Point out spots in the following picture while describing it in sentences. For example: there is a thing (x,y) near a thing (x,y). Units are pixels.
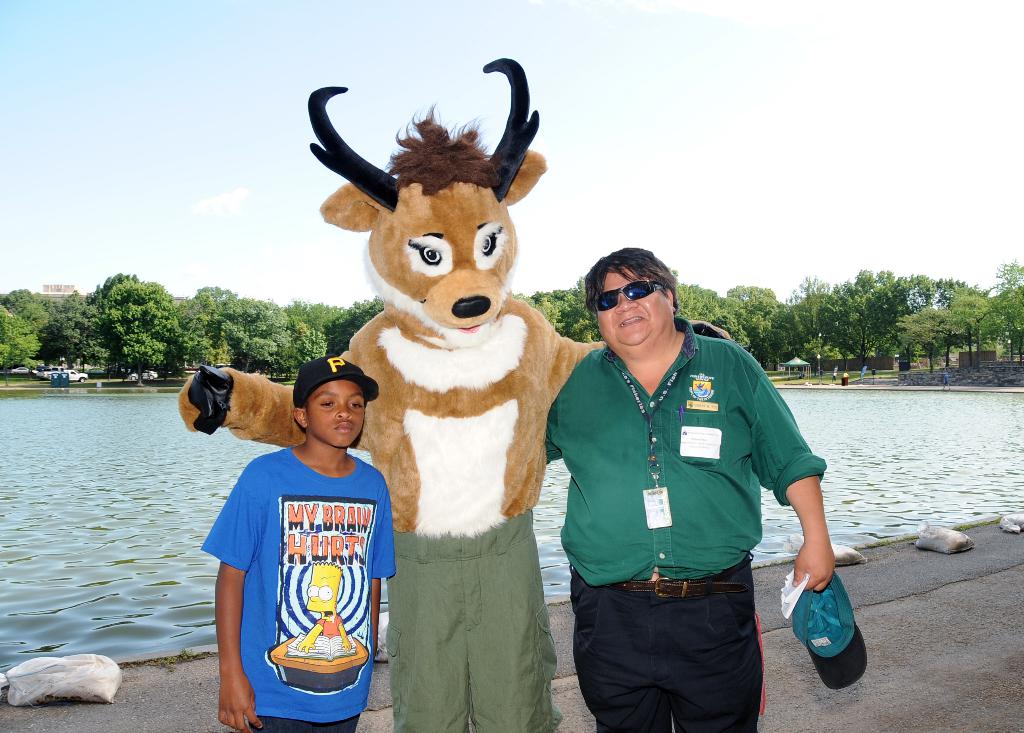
This image consists of three persons (470,449). In the middle (428,339), the man (430,318) is wearing a costume of an animal (428,461). To the left (301,642), the boy (306,650) is wearing blue t-shirt (367,571). To the right (702,382), the man (690,595) is wearing green shirt (685,532). In the background (93,474), there is water (24,447) along with trees (13,307).
